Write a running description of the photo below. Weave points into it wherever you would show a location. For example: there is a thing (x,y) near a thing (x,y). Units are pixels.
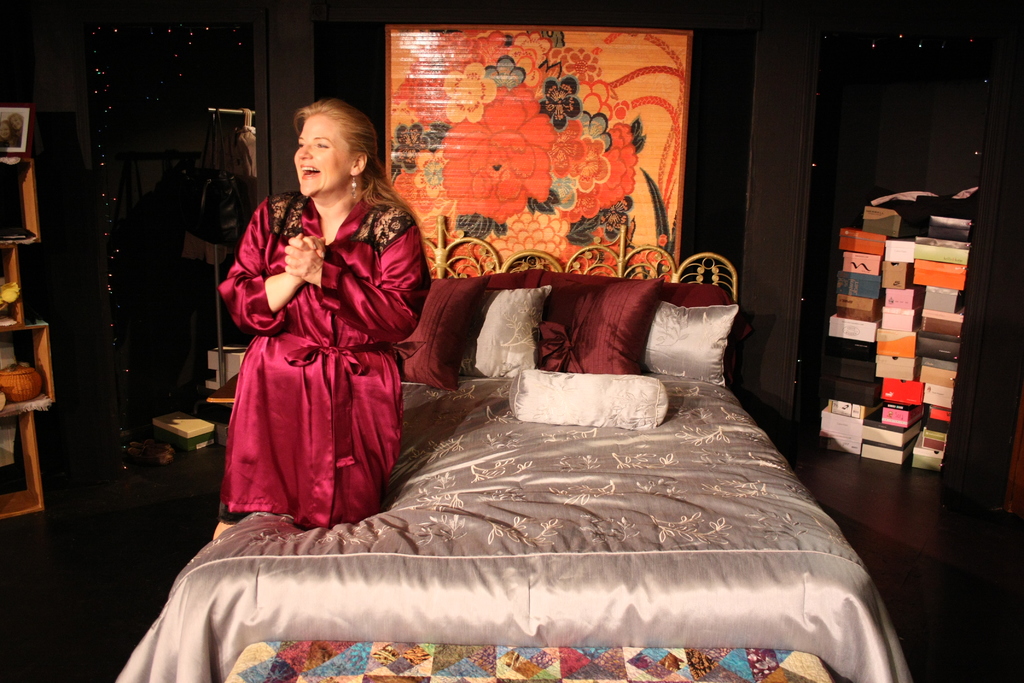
As we can see in the image there is a woman (317,443) on bed (497,501). On bed (459,549) there are some pillows (608,356). On the right side (898,351) there are some boxes (935,322). Behind the bed (574,307) there is a mat (557,208).
